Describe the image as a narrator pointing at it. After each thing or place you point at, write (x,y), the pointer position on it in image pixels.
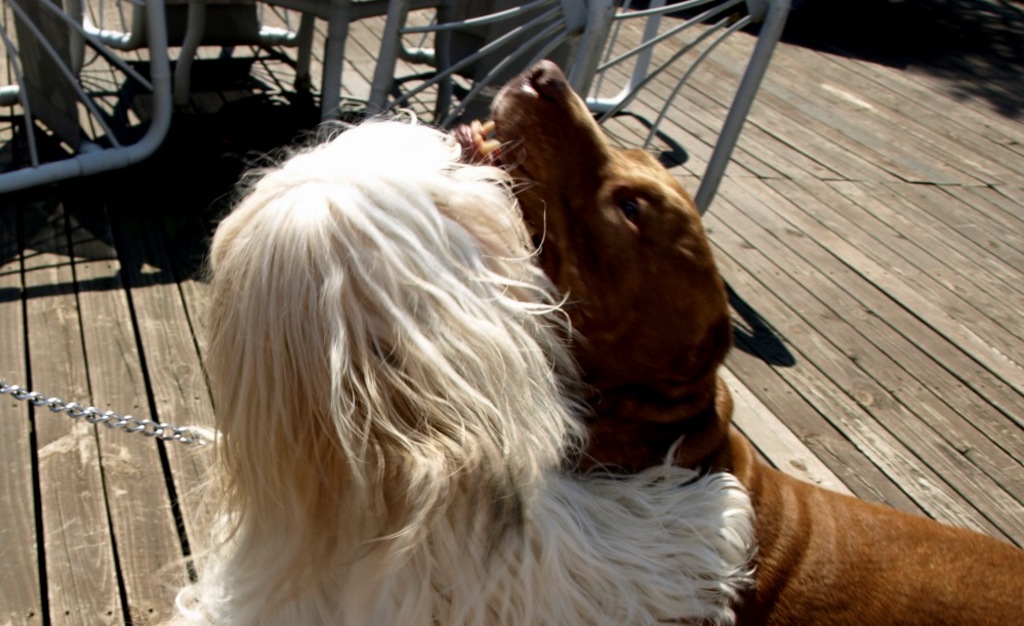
In the foreground of the picture (396,347) there are two dogs (276,451) on a wooden floor (869,347). At the top (591,48) there are some iron objects (263,34) looking like benches (386,63). On the left (83,409) there is an iron chain (92,410).
